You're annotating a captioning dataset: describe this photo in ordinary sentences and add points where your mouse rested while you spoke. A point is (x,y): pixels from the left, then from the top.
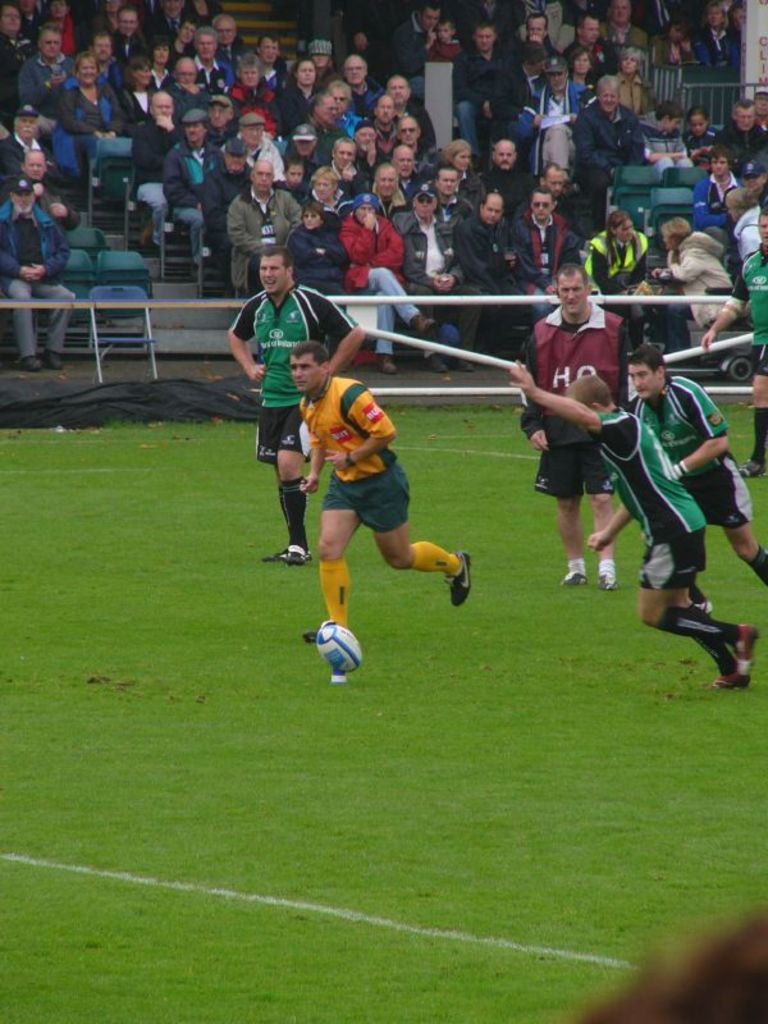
In this image I can see grass ground (503,425) on it I can see few people (276,286) are running. I can also see a white color ball (337,637) in the front of them. In the background (111,308) I can see railings (119,302) and I can also see number of people (680,4) are sitting on chairs (149,278). On the bottom side of this image (28,857) I can see a white line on the ground (318,921).
